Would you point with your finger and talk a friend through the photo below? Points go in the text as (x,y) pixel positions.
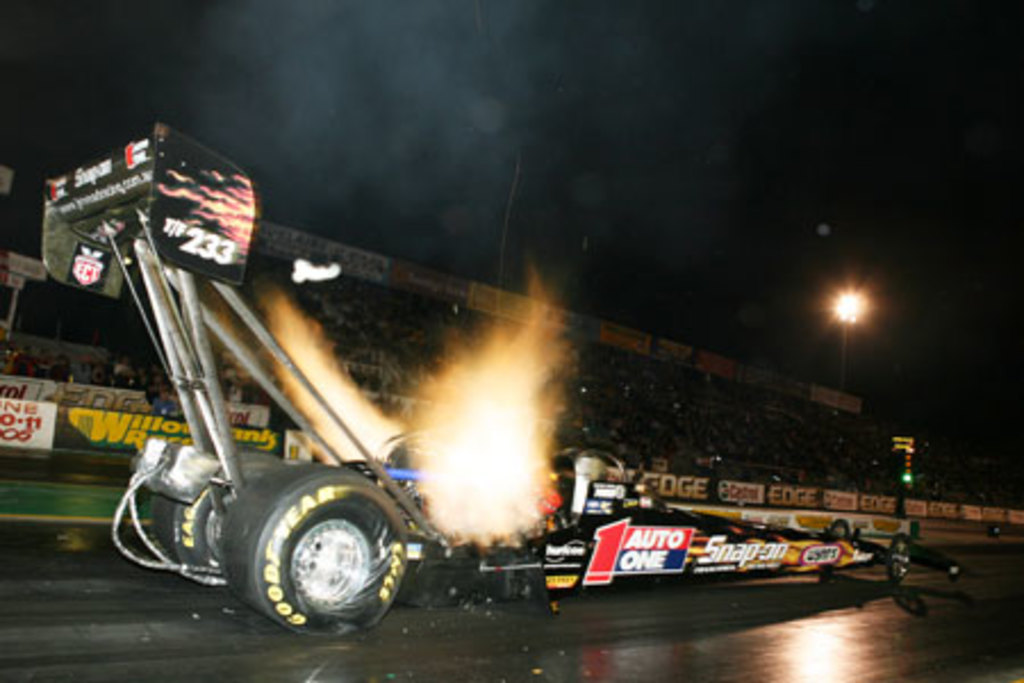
In this picture I can see a sports car (465,559) on the race track (271,662), looks like it caught fire (388,438) and I can see pole light (843,386) and few boards (829,401) with some text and I can see audience (1013,471) and a dark background (815,289).
